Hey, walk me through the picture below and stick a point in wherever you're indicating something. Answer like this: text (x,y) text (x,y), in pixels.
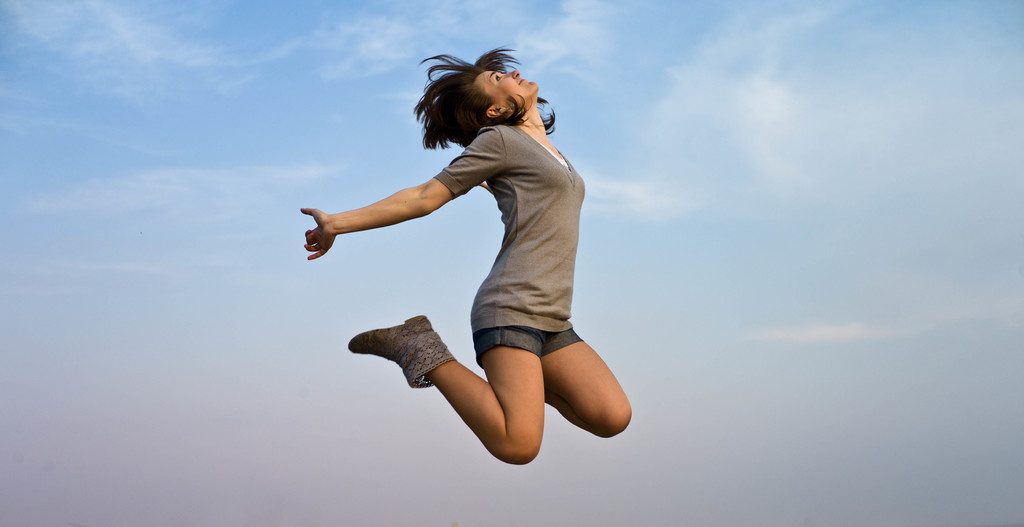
In this image I can see a woman (520,162) is in the air. The woman (520,188) is wearing a t-shirt (509,244), shorts (517,343) and footwear (415,345). In the background (717,370) I can see the sky (714,355).
